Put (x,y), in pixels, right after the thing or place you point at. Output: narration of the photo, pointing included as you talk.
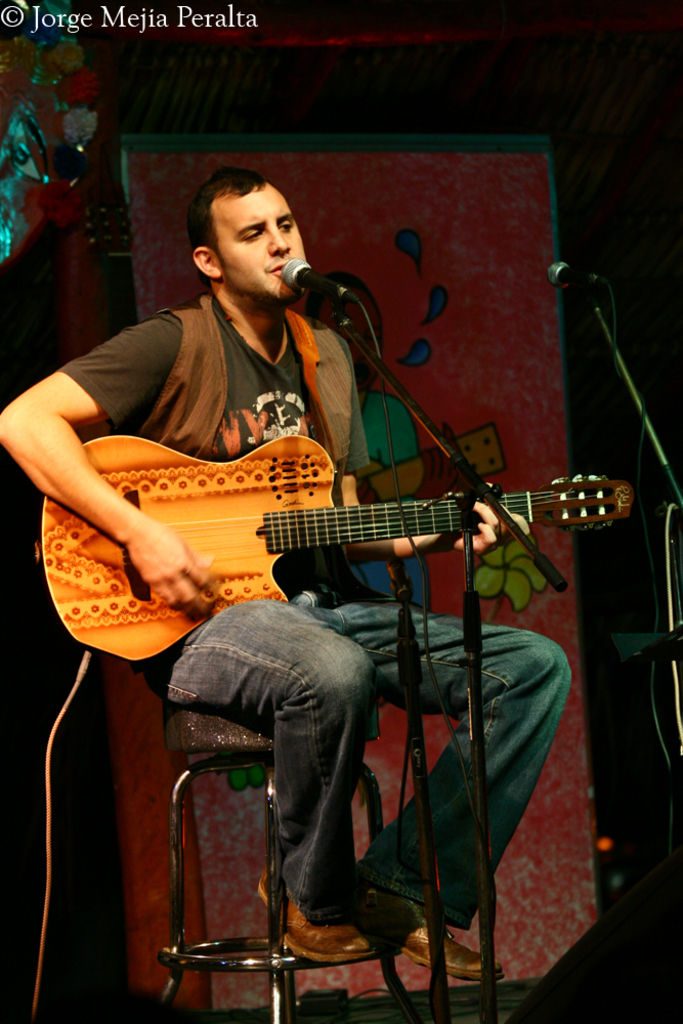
there is a person (340,652) sitting on the stool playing guitar (261,573) with a microphone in front of him.
